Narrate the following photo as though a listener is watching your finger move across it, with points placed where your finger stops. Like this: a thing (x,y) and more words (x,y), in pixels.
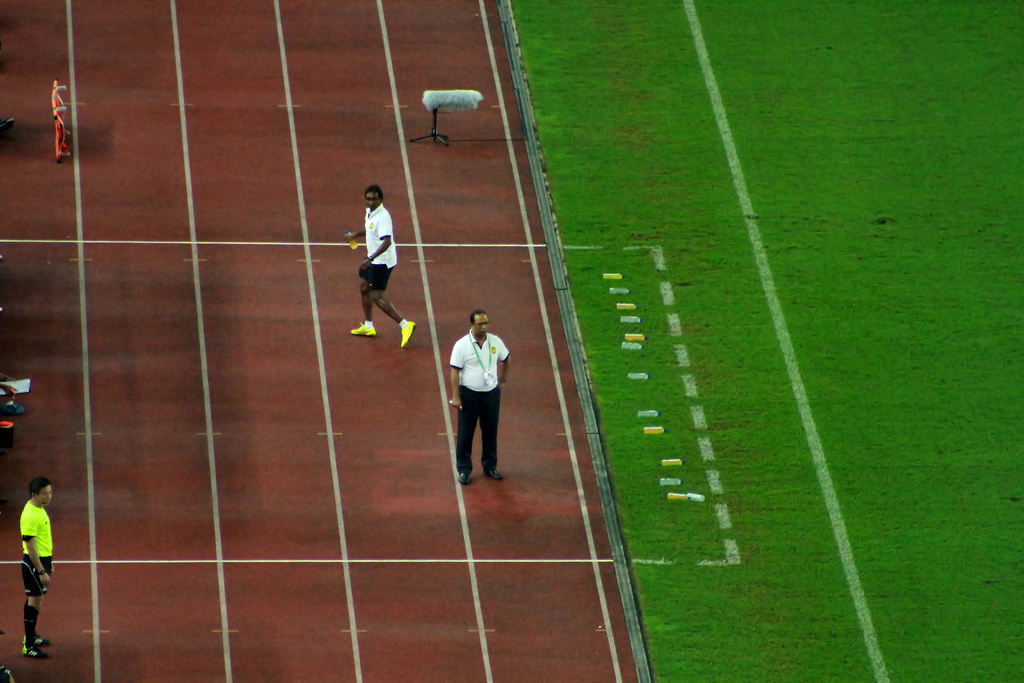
In this picture there are people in the center of the image (471,416) and there are other people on the left side of the image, it seems to be a playground (480,264) and there is grass land (739,200) on the right side of the image (717,528).
